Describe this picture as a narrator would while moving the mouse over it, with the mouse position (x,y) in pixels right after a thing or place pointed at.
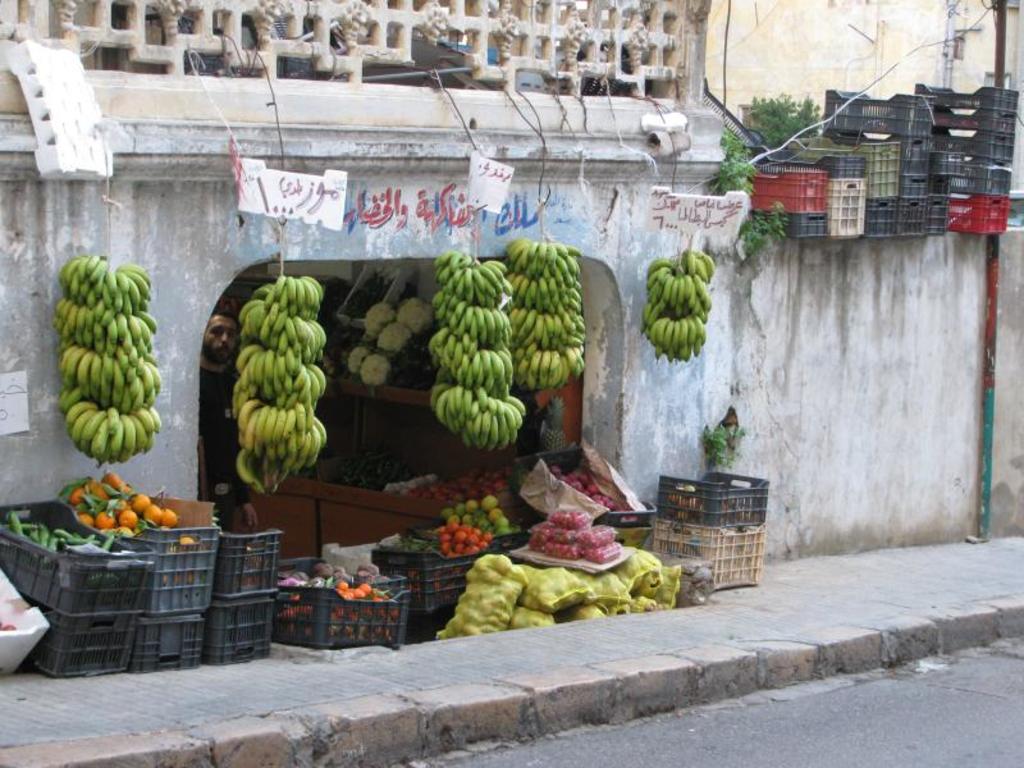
In this image there are few baskets (399,625) and bags (606,603) on the pavement (372,663) having few fruits (112,529) in it. Few bananas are hanged from the fence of a wall (314,156) with the ropes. Few price boards (322,179) are attached to the ropes (473,235). Behind the wall (256,257) there is a person (205,408) and there are few racks (361,395) having few vegetables (368,350) in it. Right side (847,166) on the wall (749,255) there are few baskets (789,175). Behind there are few plants (798,126). Beside the baskets (938,116) there is a pole (999,76). Bottom of the image (789,716) there is road (933,670).
